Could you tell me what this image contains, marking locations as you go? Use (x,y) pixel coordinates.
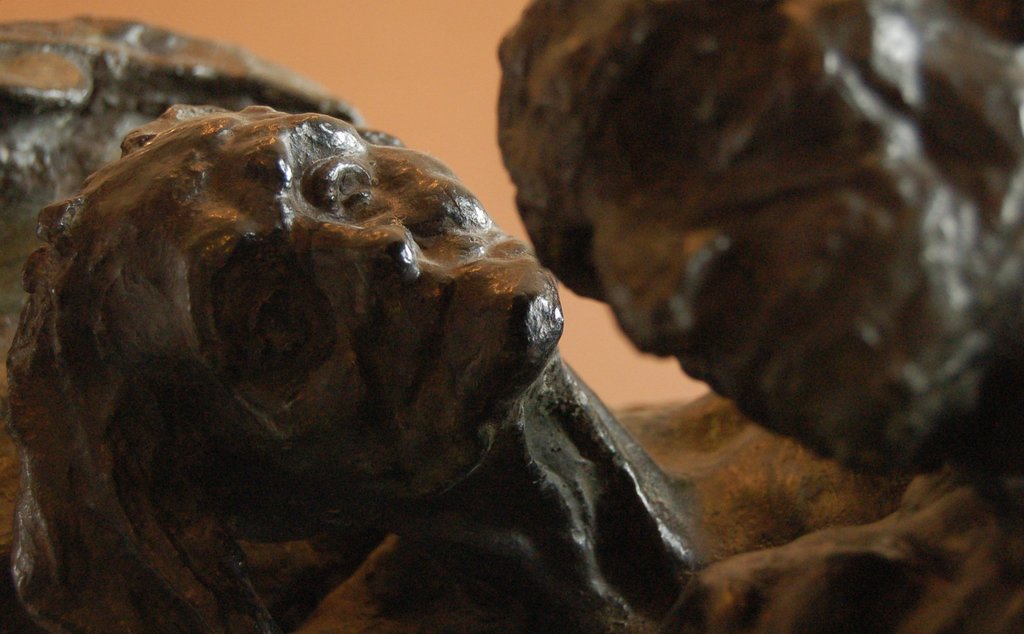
In this image I can see sculptures (528,105). I can see a man (513,137) and a woman sculptures (302,234) along with some other sculptures (110,110).
